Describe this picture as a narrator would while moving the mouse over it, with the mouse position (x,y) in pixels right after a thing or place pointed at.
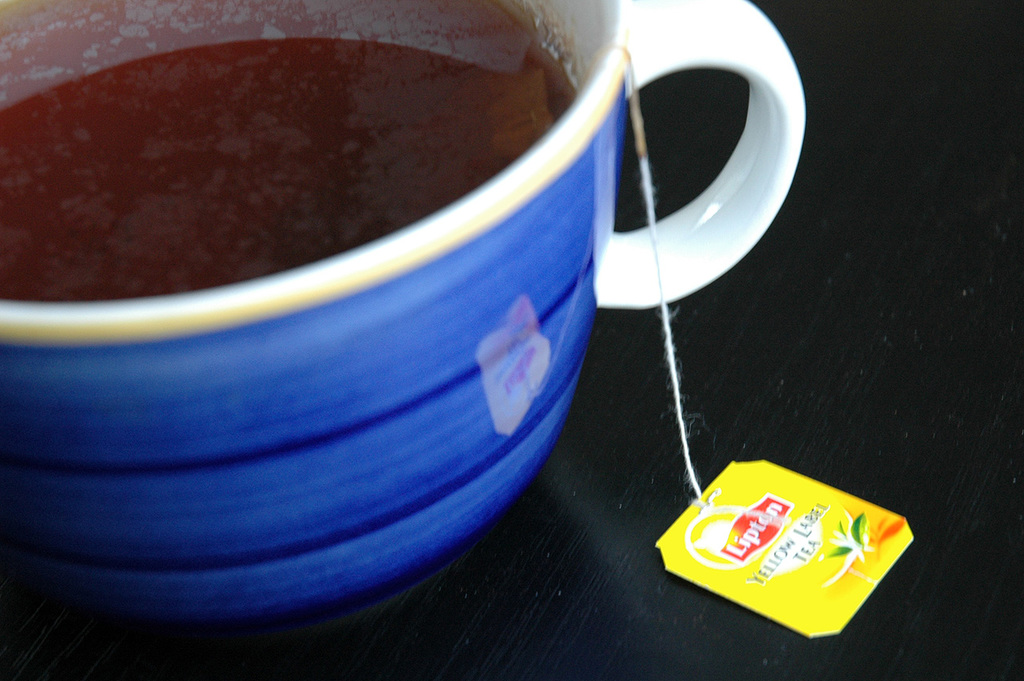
In this image in front (366,206) there is a tea (377,123) in a cup (325,389) which was placed on the table (828,360).
